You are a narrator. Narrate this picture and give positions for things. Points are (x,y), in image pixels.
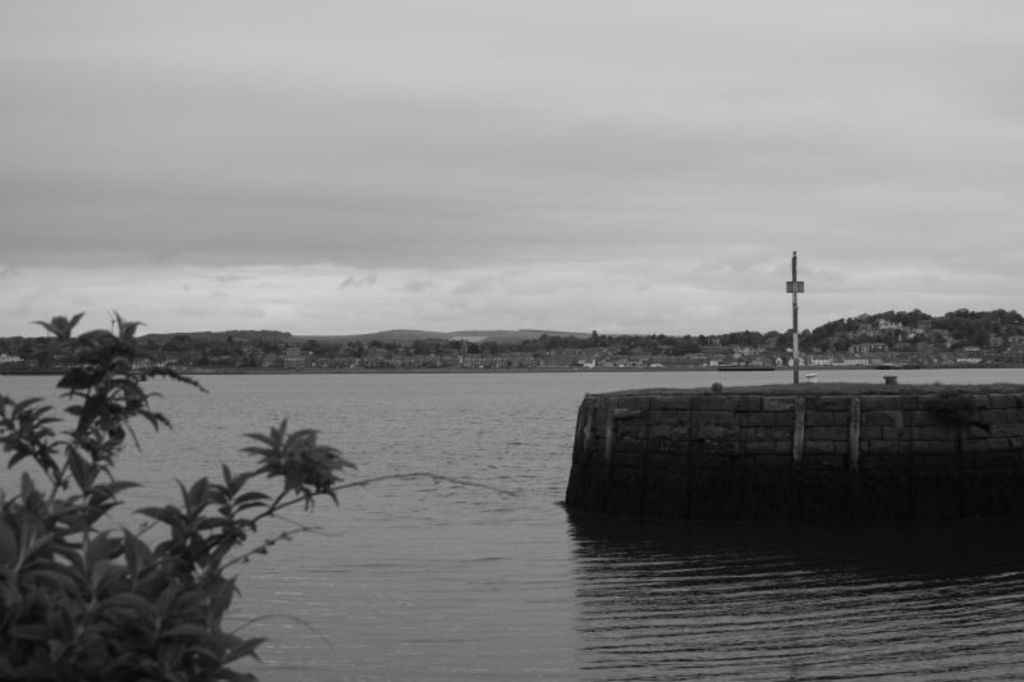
This is the picture of a lake (410,535). In this image there are mountains (205,346), trees (882,339) and buildings (775,355). On the right side of the image (691,439) there is a pole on the wall (706,441). On the left side of the image (40,454) there is a tree (11,631). At the top (264,165) there is sky (395,211). At the bottom (439,495) there is water (421,463).
